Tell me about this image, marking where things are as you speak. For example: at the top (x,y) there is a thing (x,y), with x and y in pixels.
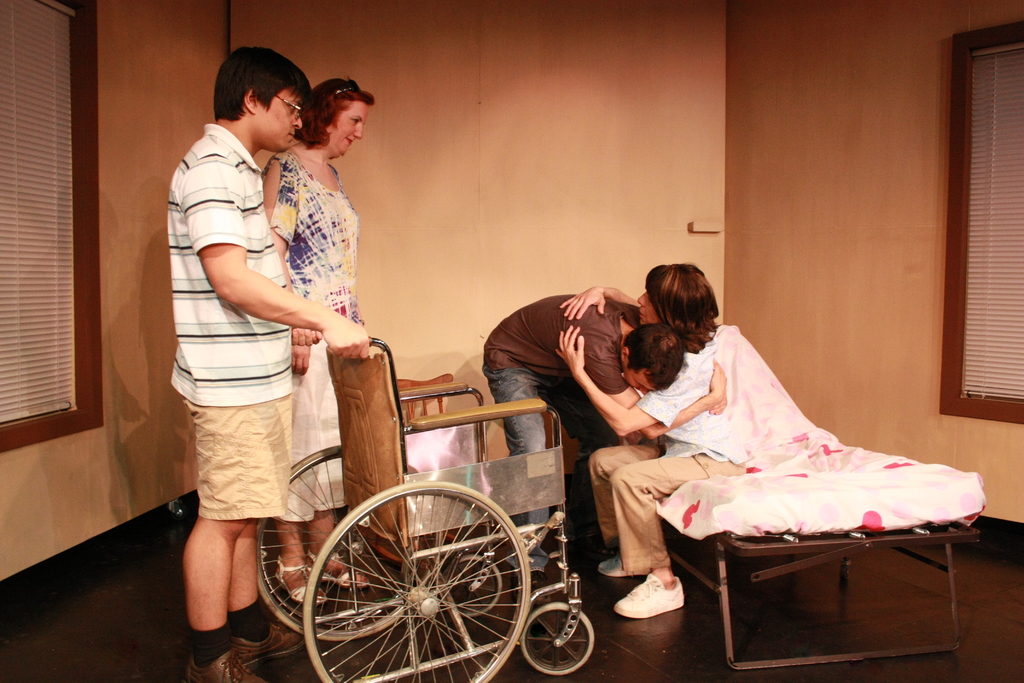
In this picture, we see the man (619,381) is hugging the woman (660,410) who is sitting on the bed (752,485). In front of her, we see a wheelchair (475,467). Beside that, we see two people (280,313) are standing. On the left side (29,241), we see the window blind (21,317). On the right side (978,99), we see the window blind (980,74). In the background (730,215), we see a wall (473,128).
